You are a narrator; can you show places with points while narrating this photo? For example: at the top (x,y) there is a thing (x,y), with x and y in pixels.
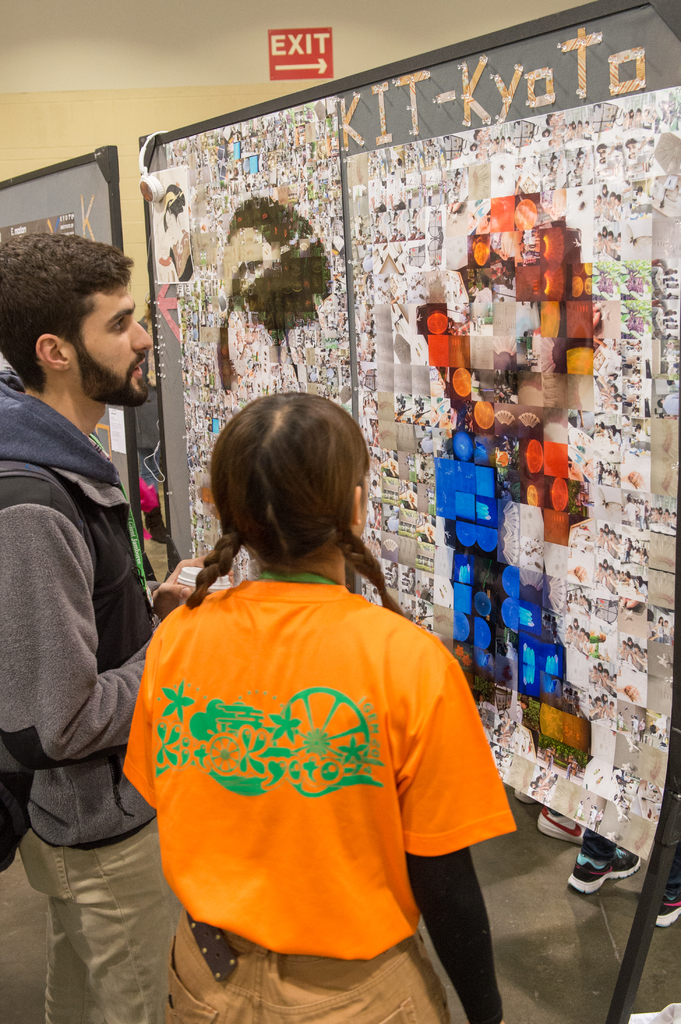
In this image I can see two people (193,679). I can see some text (467,101) written on the wall (418,117).
